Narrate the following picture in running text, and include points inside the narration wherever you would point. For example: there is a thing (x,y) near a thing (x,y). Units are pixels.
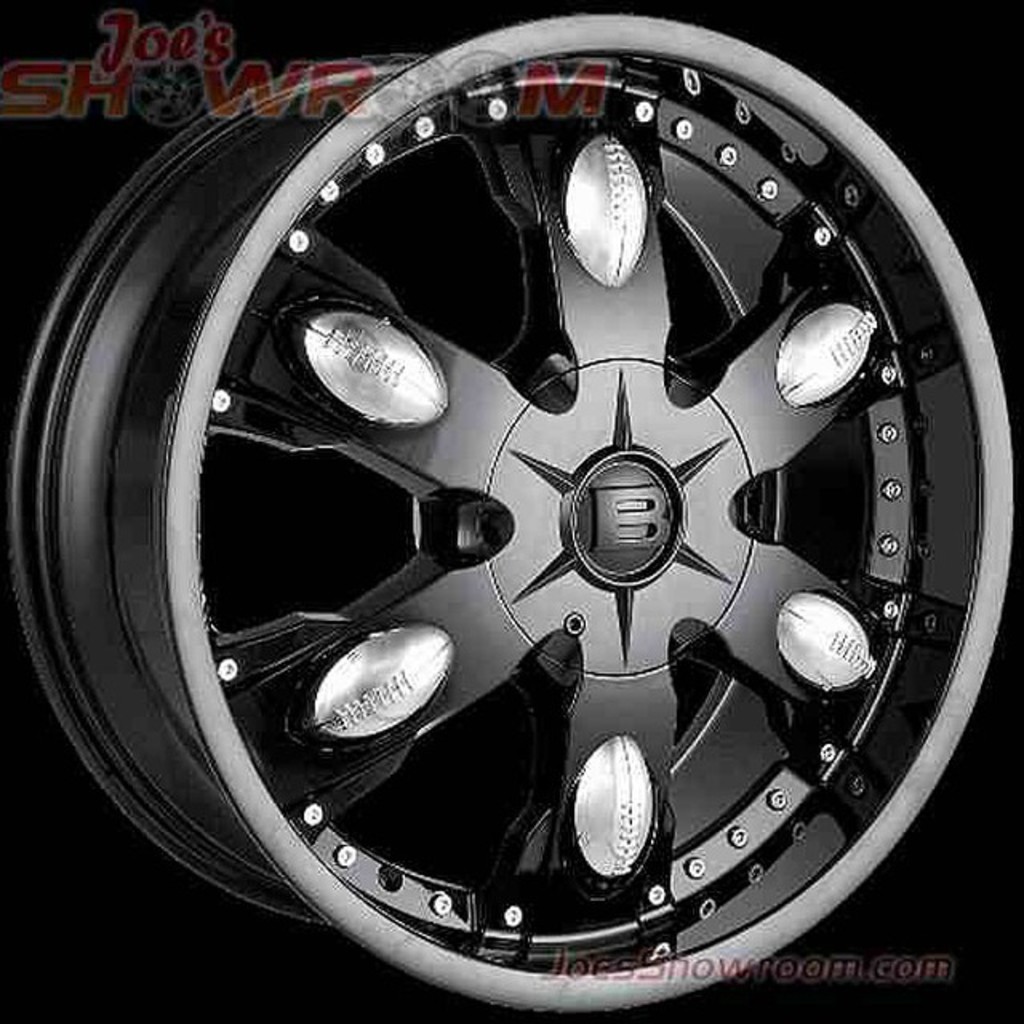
In this picture we can see a close view of the black car mag wheel (598,991) in the front (320,909). Behind there is a dark background (127,906).
